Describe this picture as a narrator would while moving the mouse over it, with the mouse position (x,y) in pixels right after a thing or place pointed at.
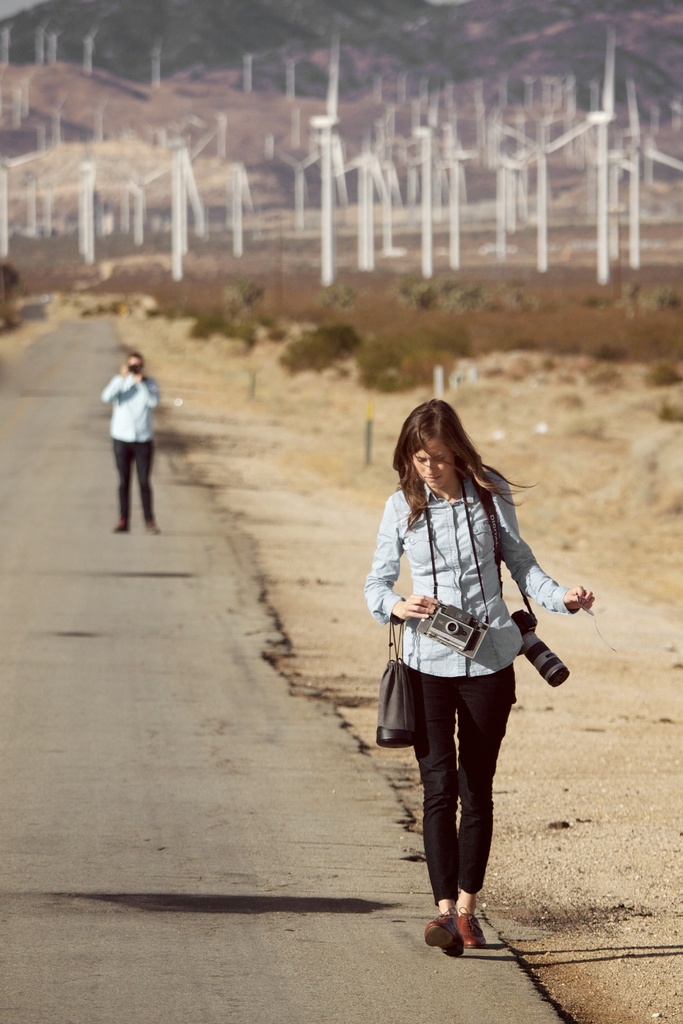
In this image we can see this person (454,748) wearing shirt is walking on road (424,885) by holding cameras (556,656) and bag (384,719). The background of the image (18,437) is blurred, we can see a person (126,440) standing on the road (189,530), we can see trees (671,304), wind turbines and the sky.
